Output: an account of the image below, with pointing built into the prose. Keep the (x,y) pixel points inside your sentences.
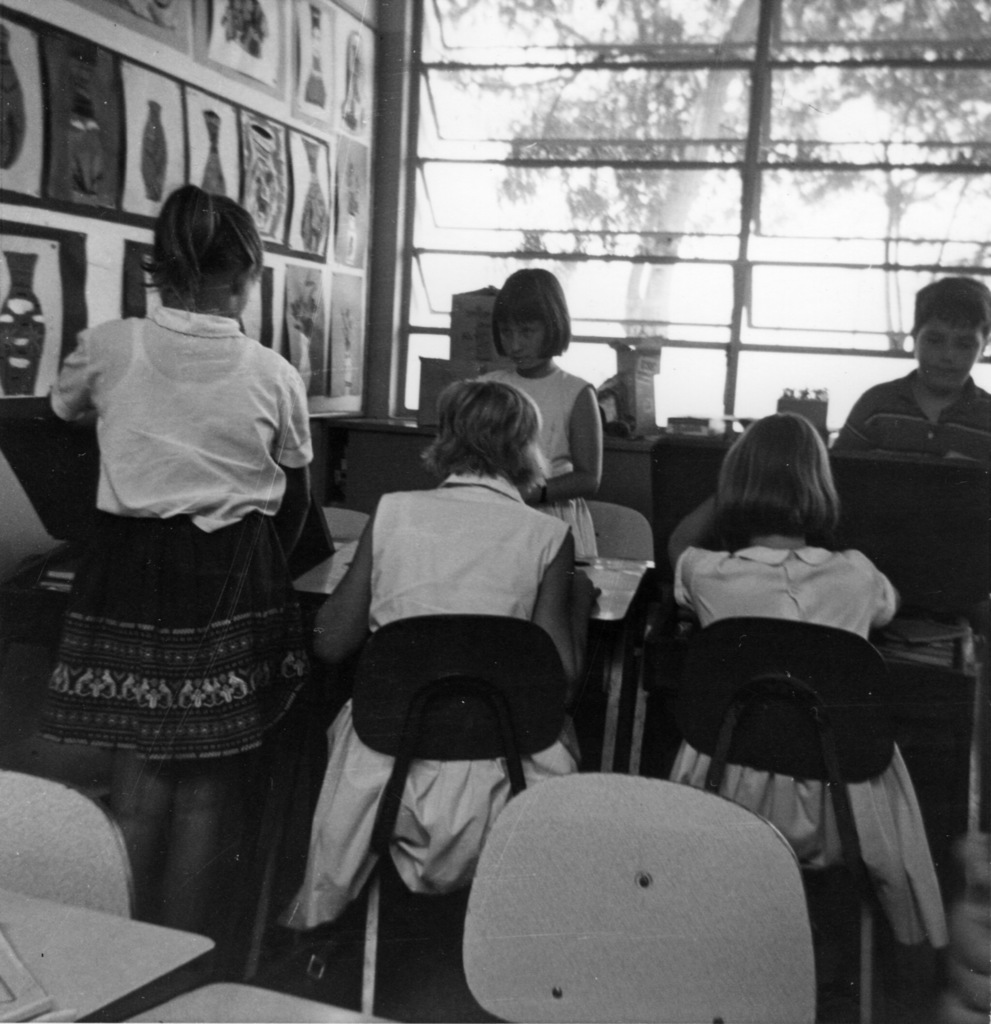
In this image two persons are sitting on a chair (514,659) before a table (895,646) and three persons (288,645) are standing. Backside there is a window (923,41) in which tree (813,75) is visible. At the left side (314,384) there are few images (195,104) on the wall (280,331).
